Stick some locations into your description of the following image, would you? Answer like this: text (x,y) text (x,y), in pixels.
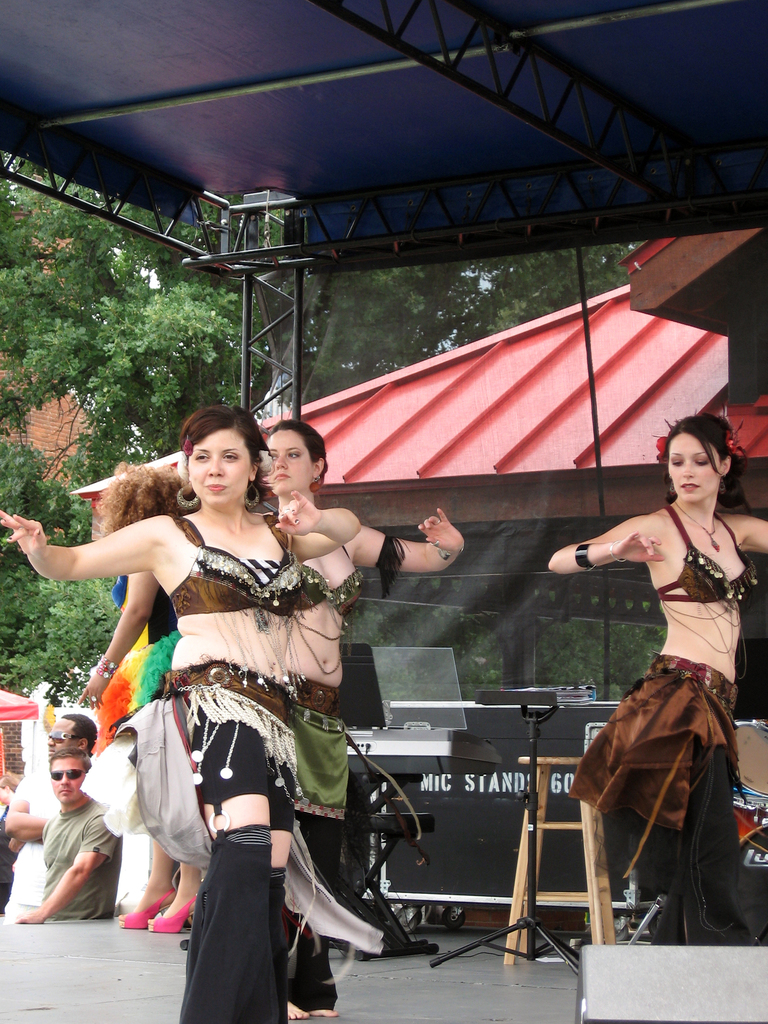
In this picture I can see few women (300,777) dancing on the dais (405,984) and I can see a piano (402,736) in the back (375,754) and a stand (541,696) and I can see a table (551,764) and a board (494,883) with some text (506,784) and I can see few people (76,777) standing in the left side (92,827) and I can see a house (327,428) and trees (309,334) and a building (55,429) in the back (65,376) and looks like a tent (24,712) on the left side (9,698).
